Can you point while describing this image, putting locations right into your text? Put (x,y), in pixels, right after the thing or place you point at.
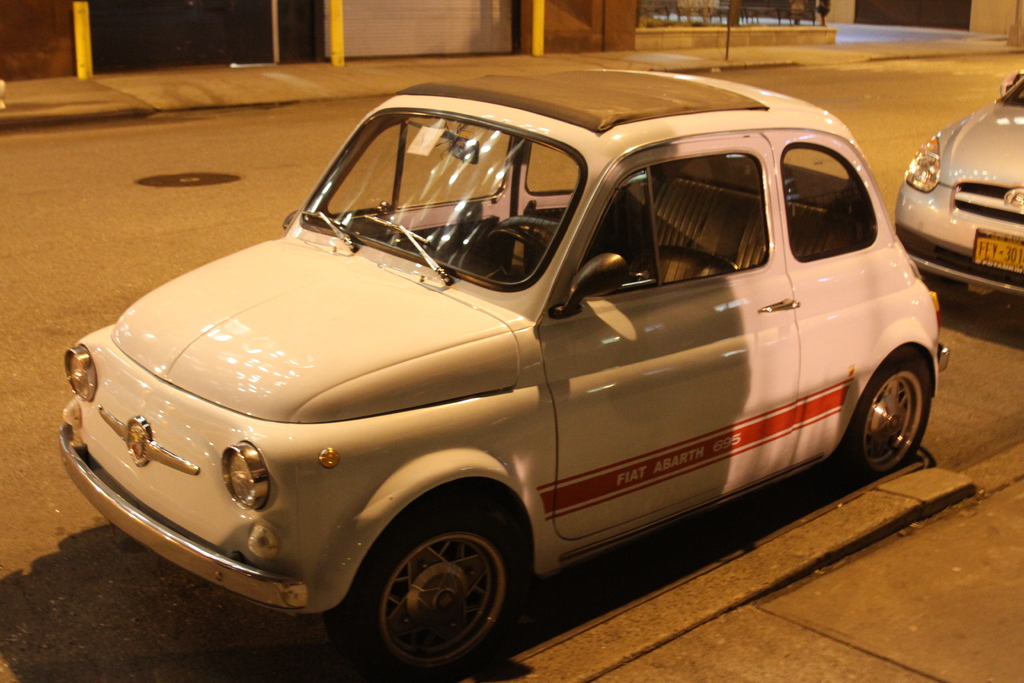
Here in this picture in the front (503,255) we can see a white colored car (343,488) present on the road (329,651) over there and behind it also we can see a silver colored car (971,204) present over there.
